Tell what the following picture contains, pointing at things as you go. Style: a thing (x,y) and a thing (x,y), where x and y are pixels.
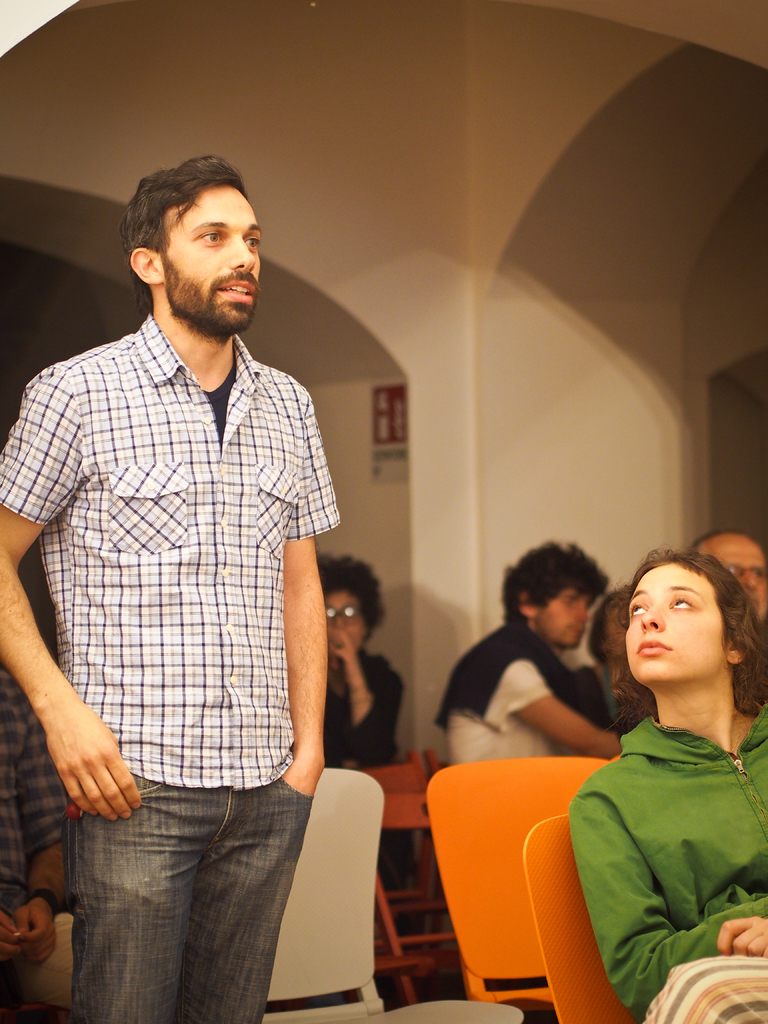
On the left side of the image (58,378) a man (272,472) is standing and talking. On the right (756,822) a woman (748,812) in green dress (685,841) is seated. In the center of the picture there are chairs (405,892). In the background (537,695) few people (524,673) are seated. On the top (578,298) there is a wall (405,226).
